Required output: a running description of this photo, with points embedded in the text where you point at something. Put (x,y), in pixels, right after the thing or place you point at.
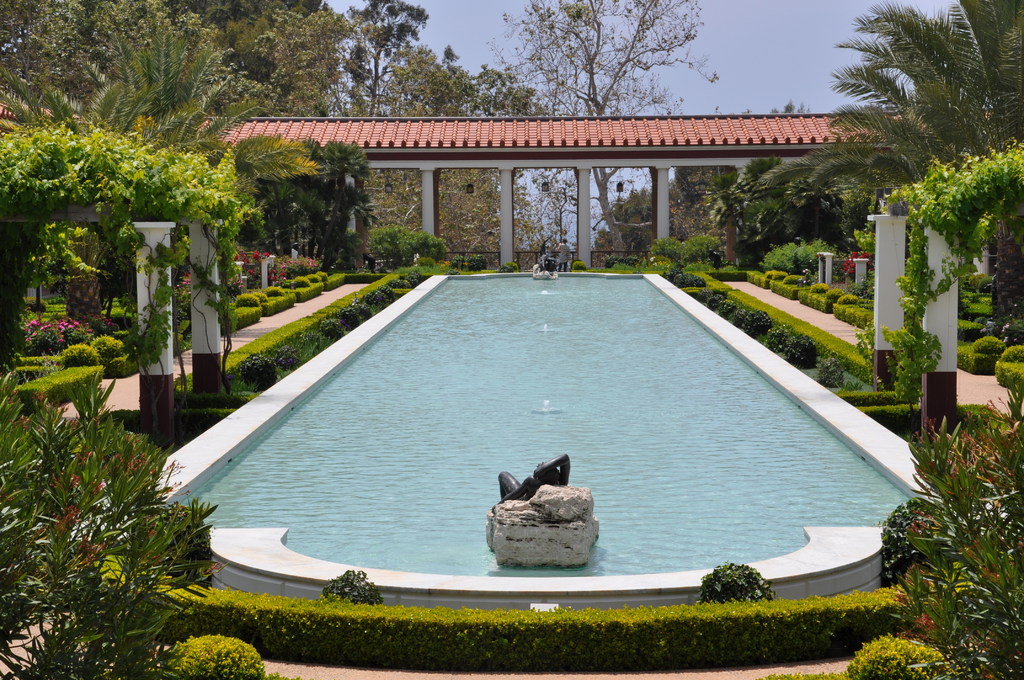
In this image I can see a water pool (628,373), grass (652,657), plants (153,517), pillars (201,239) and trees (832,243). In the background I can see a fence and group of people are standing. At the top (713,9) I can see the sky (701,48). This image is taken during a day may be in a park (343,532).
